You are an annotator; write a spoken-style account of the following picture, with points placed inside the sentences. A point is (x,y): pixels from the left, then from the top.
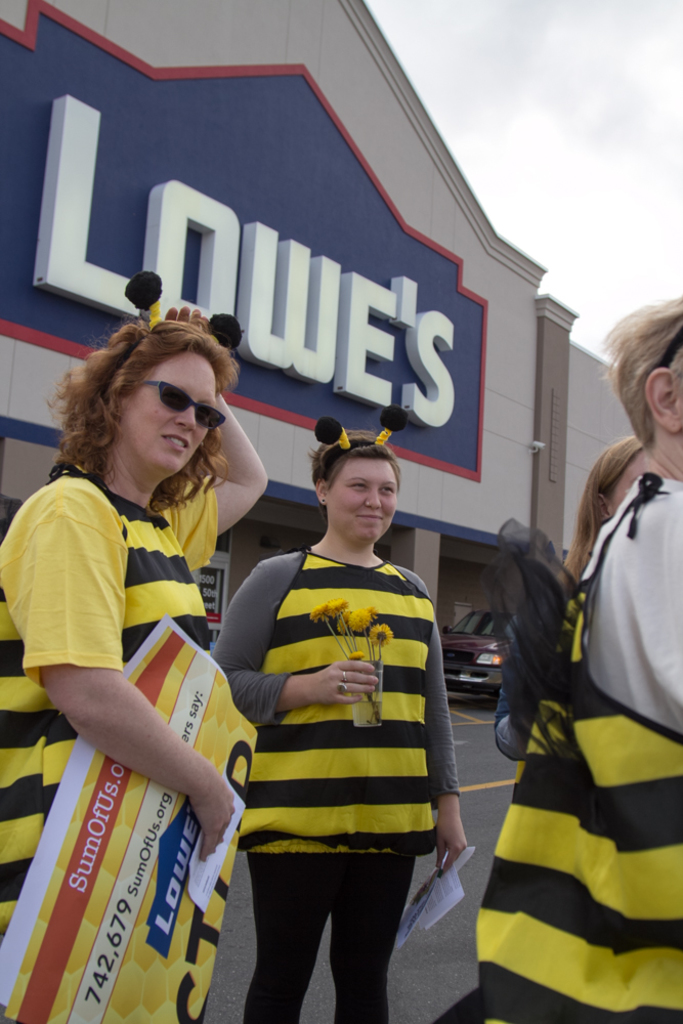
In this image we can see three women (411,796) are standing and they are wearing yellow and black color tops (127,648). One woman (61,760) is holding banner (175,930) in her hand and the other one is holding flowers (359,626) in her hand (371,688). Background of the image (513,388) one building (374,172) is there. In front of the building (527,435) car (468,645) is present. The sky (553,144) is full of clouds (578,100).
